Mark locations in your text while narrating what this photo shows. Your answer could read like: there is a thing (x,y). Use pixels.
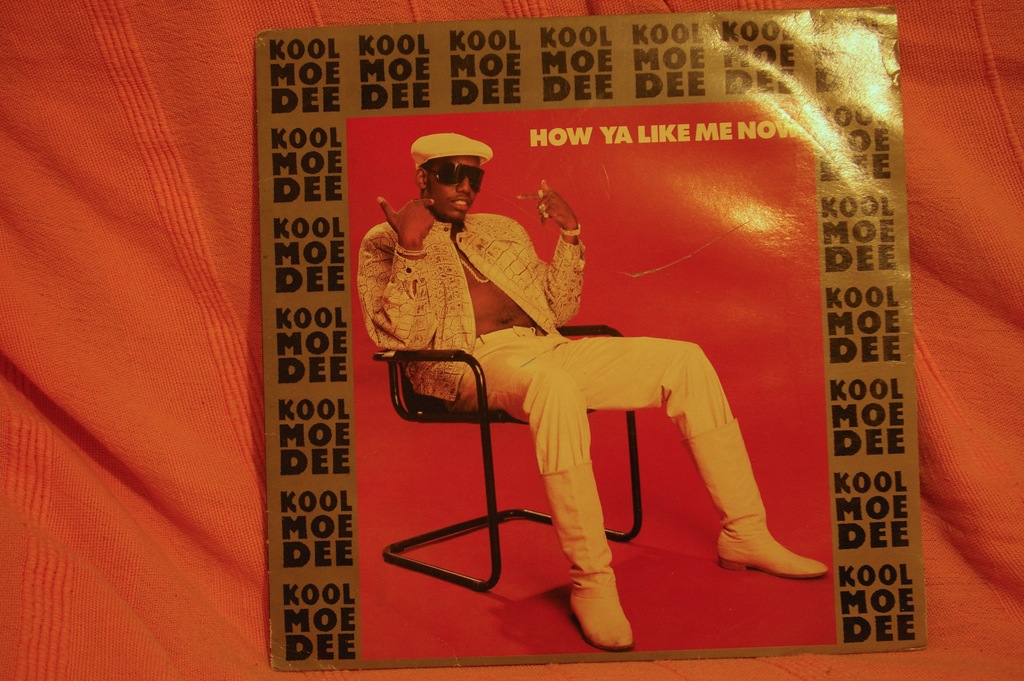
This is a cardboard (356,375) on which a paper (512,379) is pasted. In the paper (372,456) there is a photo (679,352) of one man (606,603) who is sitting. He is wearing white dress (671,393) with white shoes (611,594) and cap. He is also wearing watch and goggles (454,173). This is placed on a bed sheet (158,239).
